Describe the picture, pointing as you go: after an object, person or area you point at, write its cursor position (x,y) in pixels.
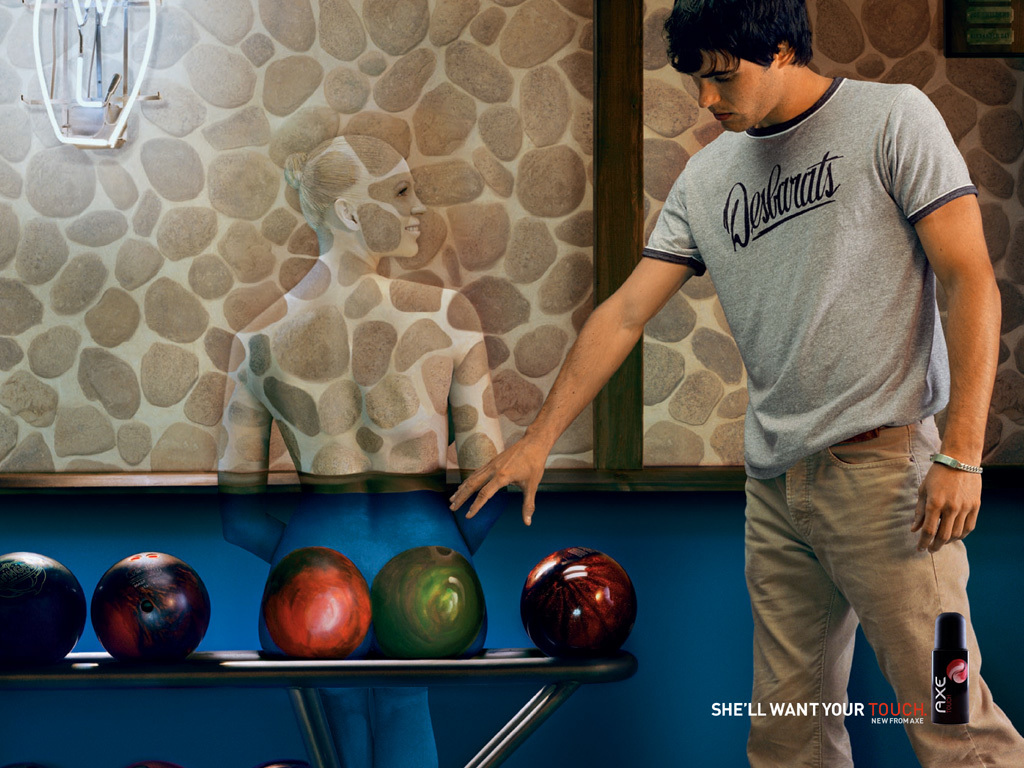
In this image, we can see a man (768,441) standing and there are some balls (403,609) on the stand (476,677) and we can see some objects (966,32) and a painted woman (342,343) near the wall (675,729). At the bottom (901,705), there is some text (835,711) and a logo (951,691) of a bottle (951,691).
